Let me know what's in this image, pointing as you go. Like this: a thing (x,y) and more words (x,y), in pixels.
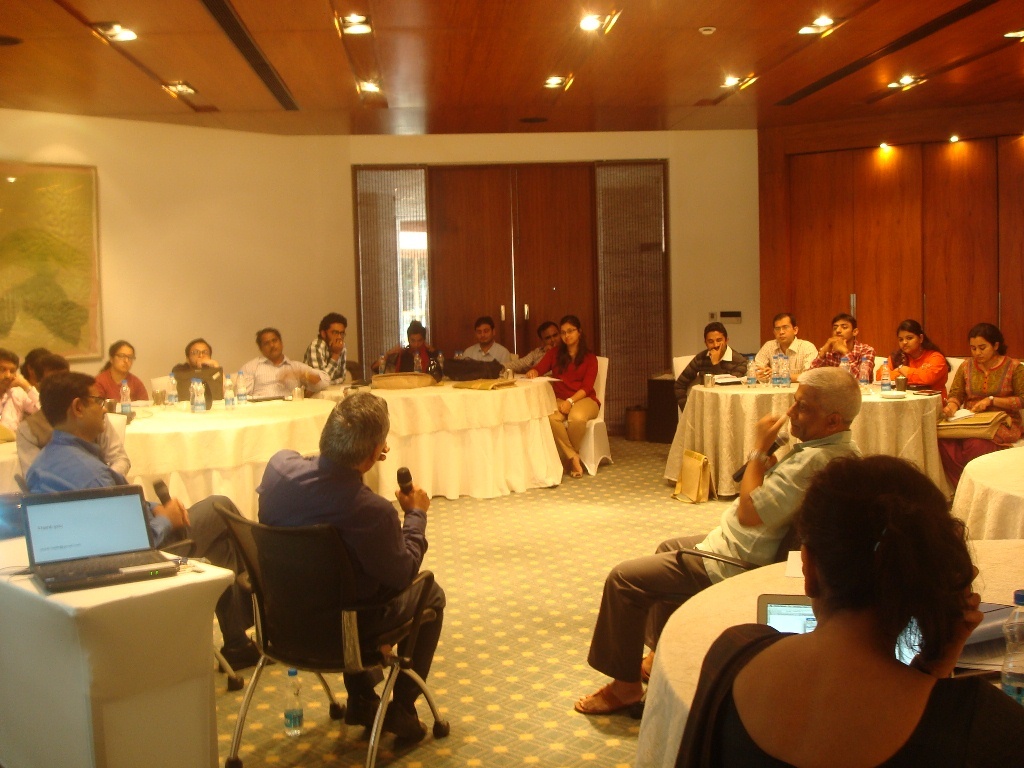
This image is taken indoors. At the top of the image (322,50) there is a ceiling (790,78) with a few lights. In the background (117,247) there is a wall (330,227) with a picture frame (66,248) on it and there is a door (500,242). There are two cupboards (946,244). At the bottom of the image (509,728) there is a floor (543,656). On the left side of the image (327,339) many people (345,380) are sitting on the chairs (268,545). There are three tables (237,438) with tablecloths (420,395) and a few things (201,397) on them. Two men (373,410) are sitting on the chairs (226,512) and holding mics (157,489) in their hands (410,500) and there is a table (143,608) with a laptop (71,568) on it. On the right side of the image (915,374) a few (925,369) are sitting on the chairs (882,361) and there are three tables (975,494) with tablecloths (987,471) and a few things (998,618) on them. A man (796,461) is sitting and holding a mic (737,475) in his hand (768,446).
